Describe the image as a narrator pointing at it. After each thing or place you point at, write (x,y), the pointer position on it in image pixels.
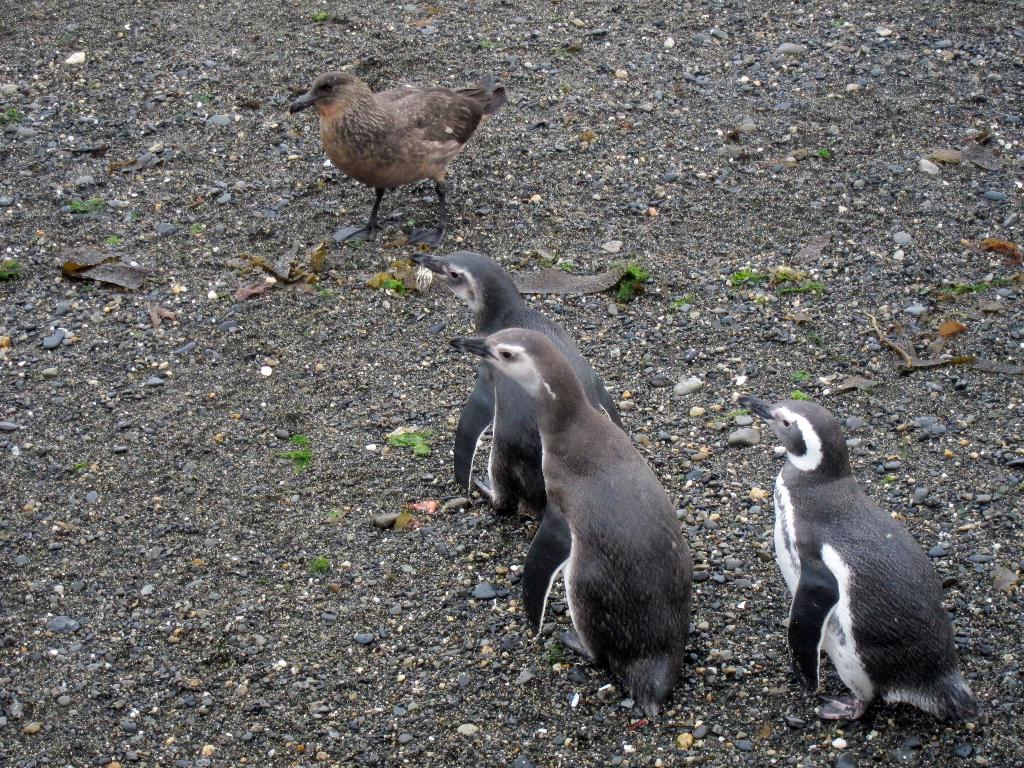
In this image I can see penguins (505,332) and a bird (417,169).
